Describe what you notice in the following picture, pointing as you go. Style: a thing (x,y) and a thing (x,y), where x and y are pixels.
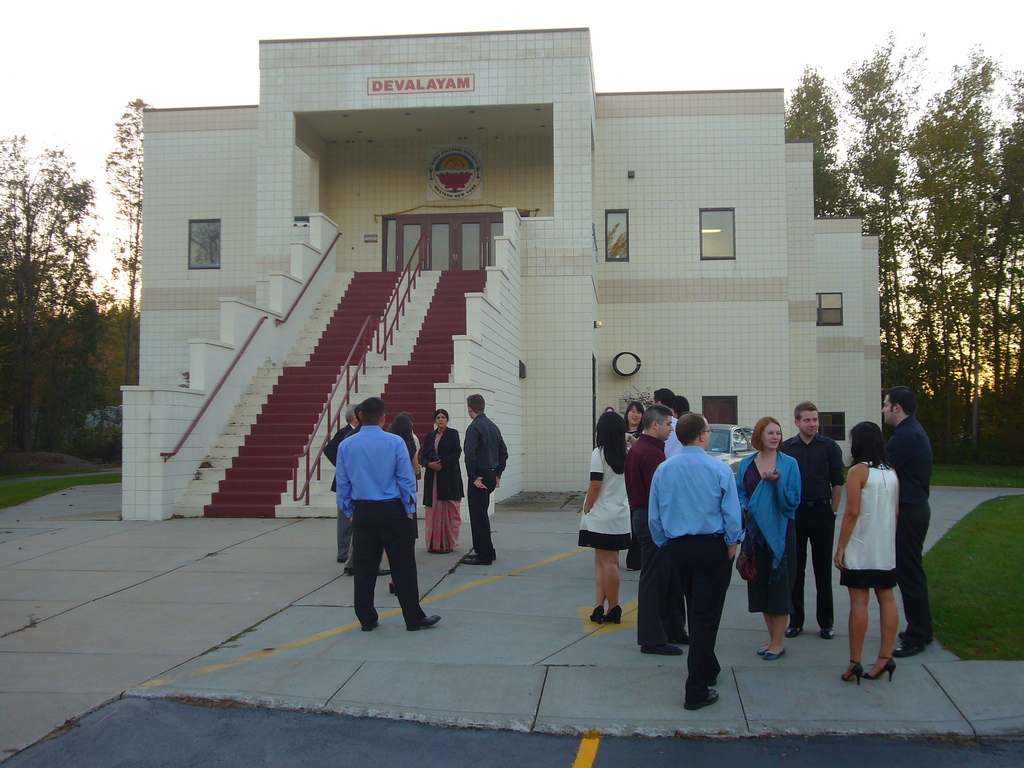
In this image there is the sky (103,171), there are trees (47,351) truncated towards the left of the image (63,282), there are trees (983,188) truncated towards the right of the image (944,281), there is a building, there is text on the building (369,193), there is the door (472,234), there are windows (728,233), there is staircase (288,450), there are people (767,495) standing in front of the building (773,413), there is a car (736,455), there is grass (962,565) towards the right of the image (986,563).
